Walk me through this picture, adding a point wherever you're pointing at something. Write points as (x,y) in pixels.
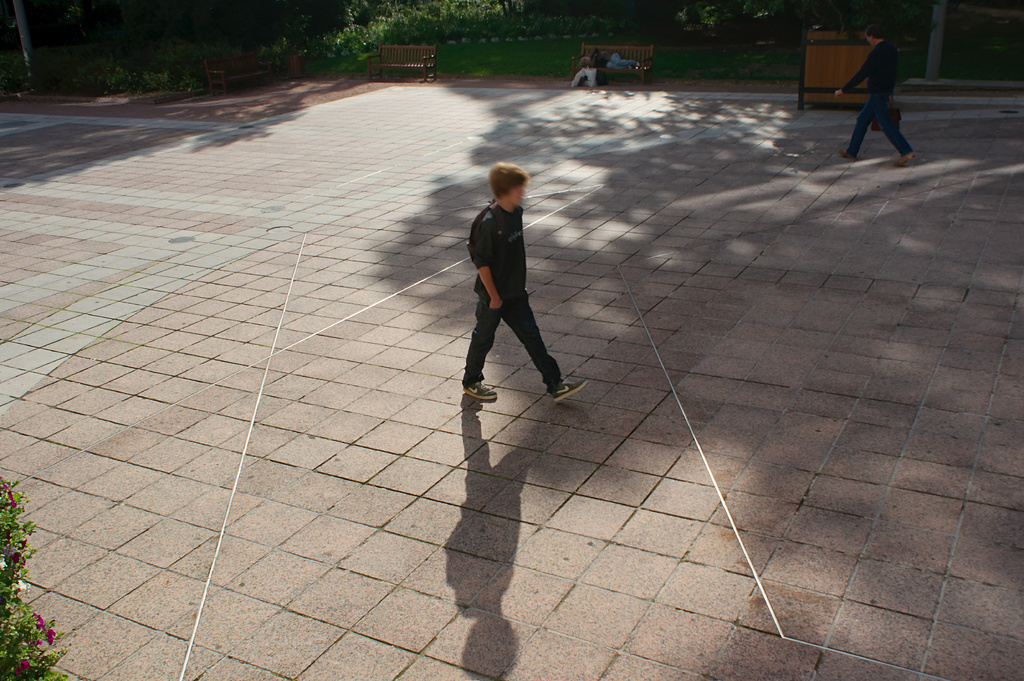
In this image, we can see two people (909,159) walking on the floor (302,281), we can see three benches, we can see some plants (396,25).
